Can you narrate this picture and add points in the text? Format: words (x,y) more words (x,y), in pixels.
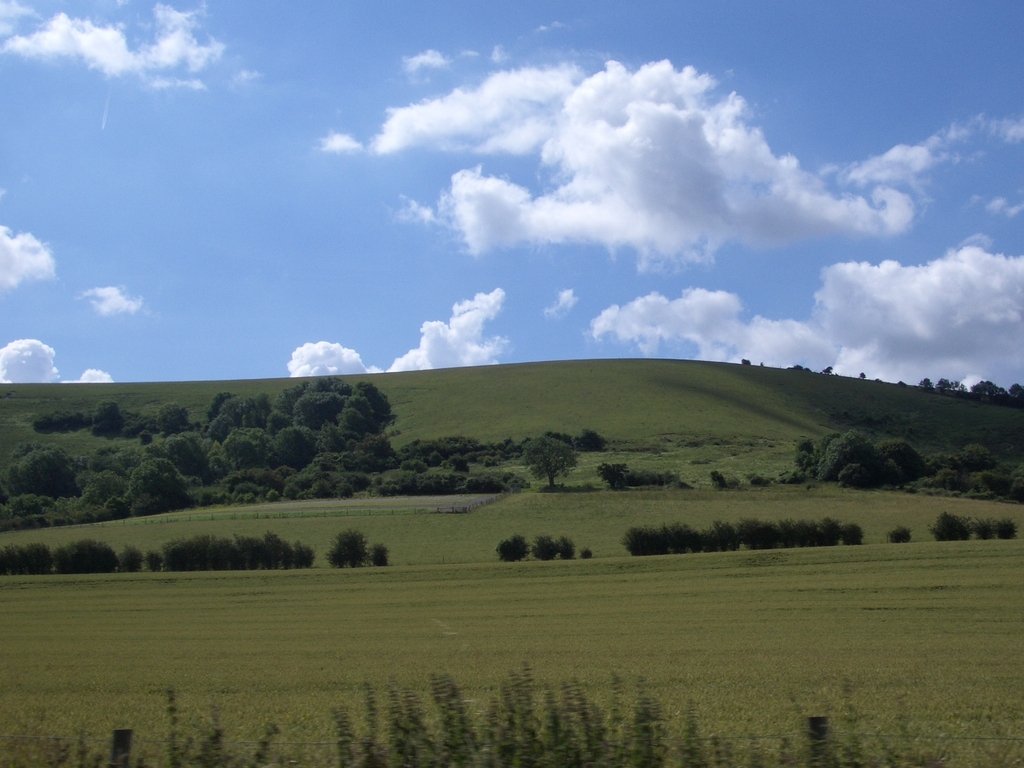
As we can see in the image there is grass (685,497), plants (478,765) and trees (233,468). On the top (490,102) there is sky (345,118) and clouds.
